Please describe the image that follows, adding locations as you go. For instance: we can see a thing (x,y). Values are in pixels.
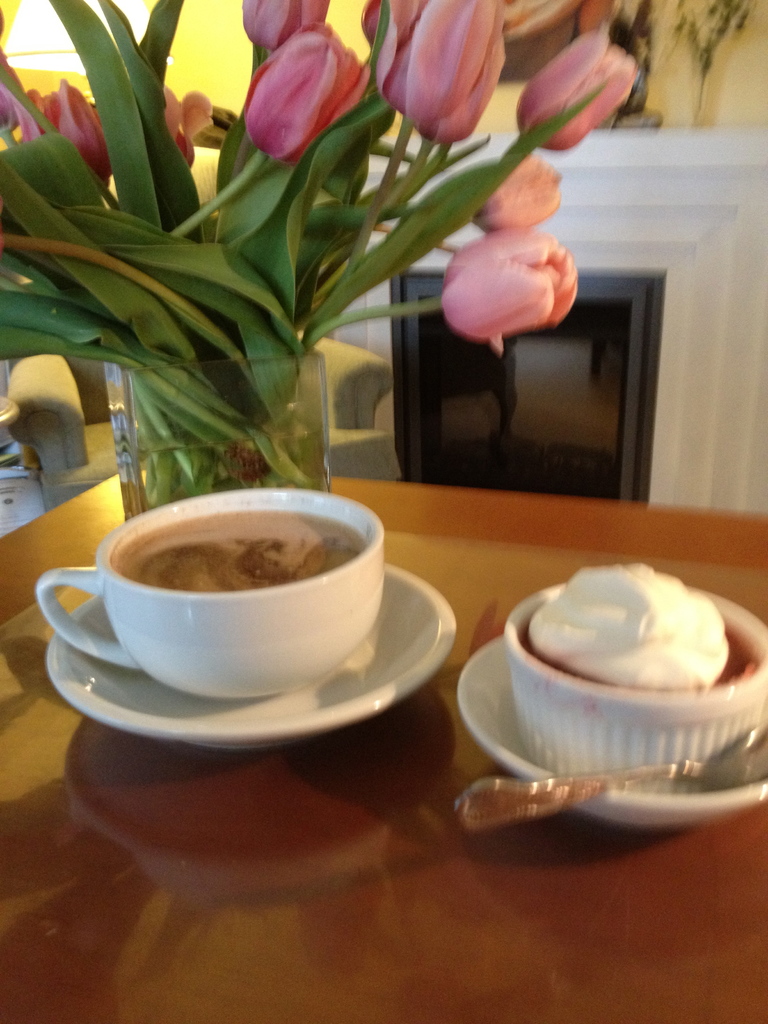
This picture shows a cup (237,616) with some drink (167,554) in it and a saucer (247,718). Beside the cup (312,664), there is another food item (524,643) with the spoon (485,798). We can observe flowers (247,194) in a flower vase (190,419) on the table (171,843).
